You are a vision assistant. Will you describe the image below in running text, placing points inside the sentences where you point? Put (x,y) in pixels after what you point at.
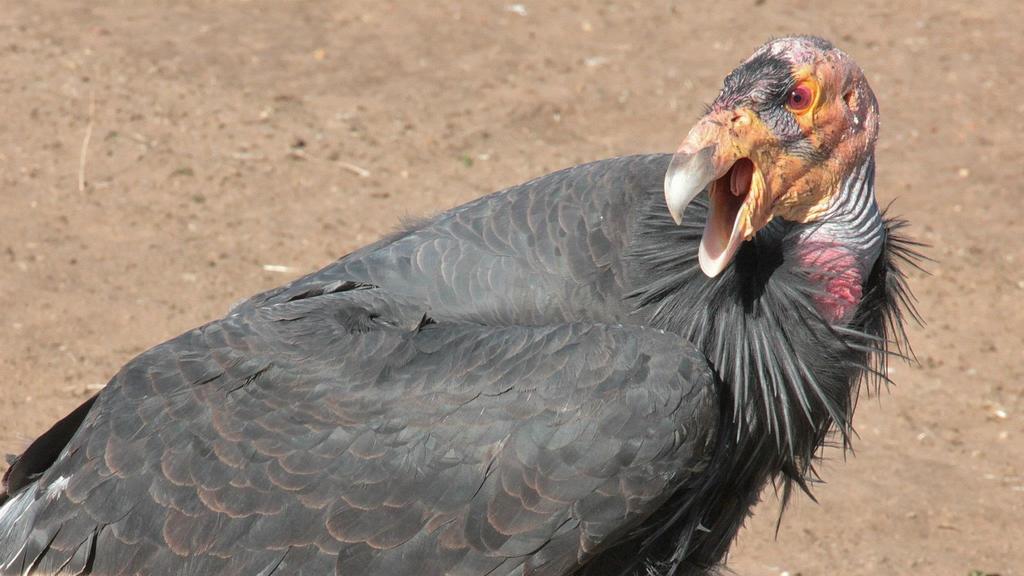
In this image we can see a bird (629,358).
